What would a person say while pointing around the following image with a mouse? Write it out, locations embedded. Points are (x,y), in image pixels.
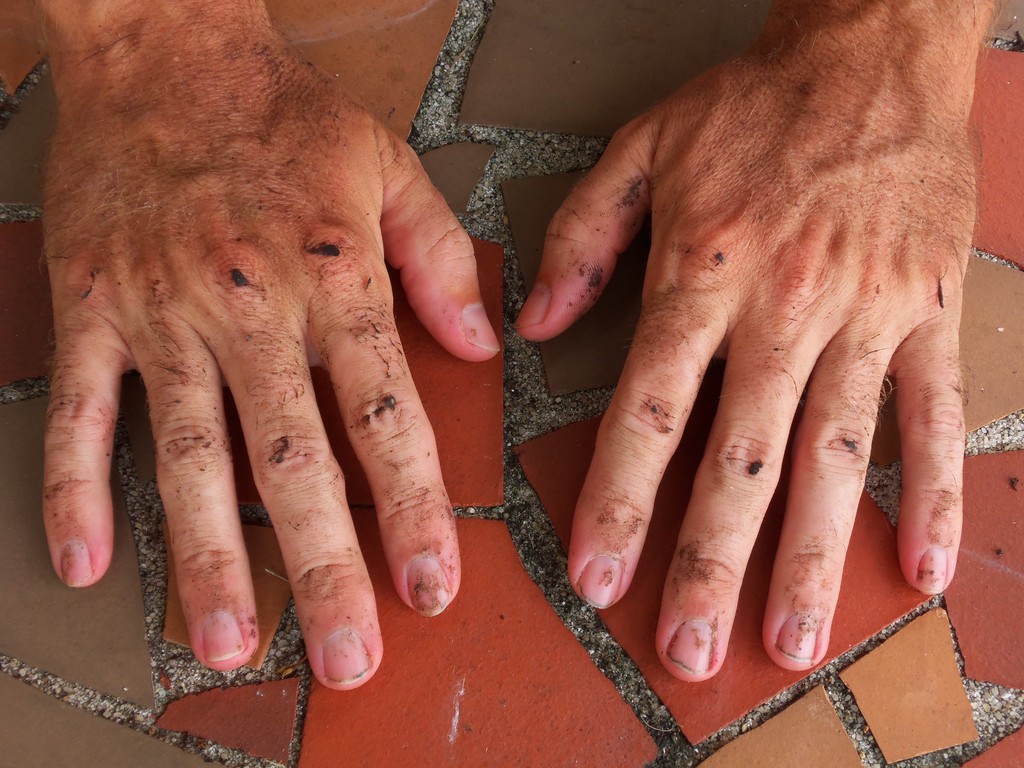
In this picture we can observe hands (358,260) of a man (743,322) placed on the floor (114,544). We can observe red and brown color tiles (499,77) on the floor (482,72).
